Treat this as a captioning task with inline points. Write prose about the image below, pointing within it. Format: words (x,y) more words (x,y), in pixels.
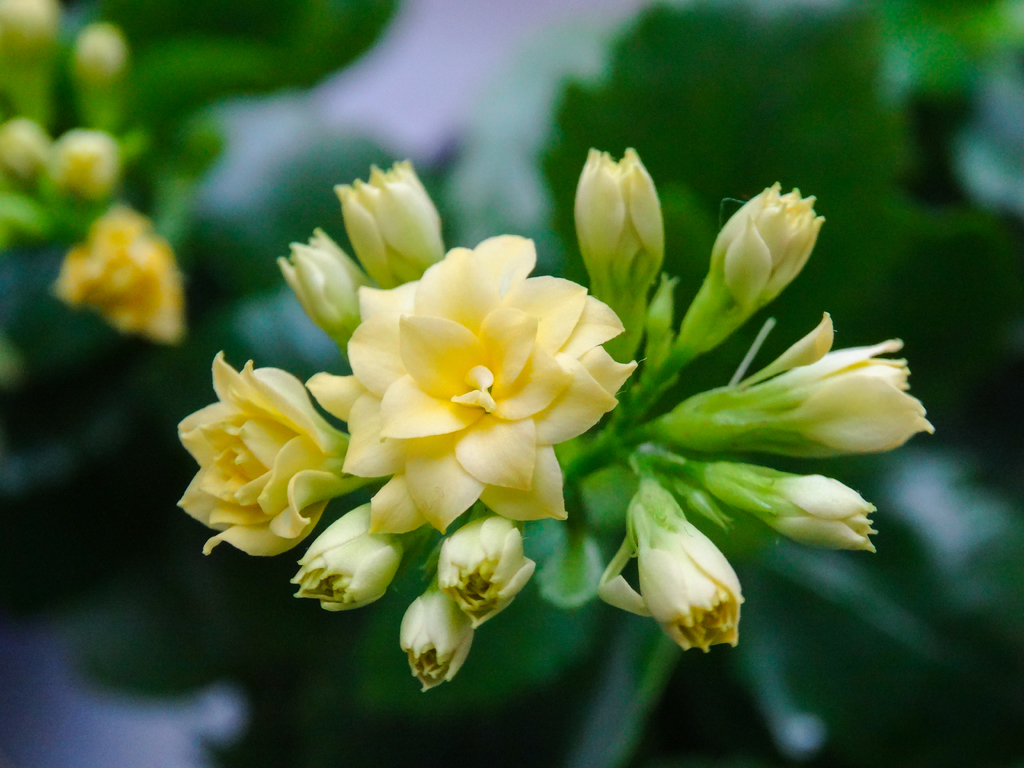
In this image we can see some yellow colored flowers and buds (719,305), the background (837,740) is blurred.
